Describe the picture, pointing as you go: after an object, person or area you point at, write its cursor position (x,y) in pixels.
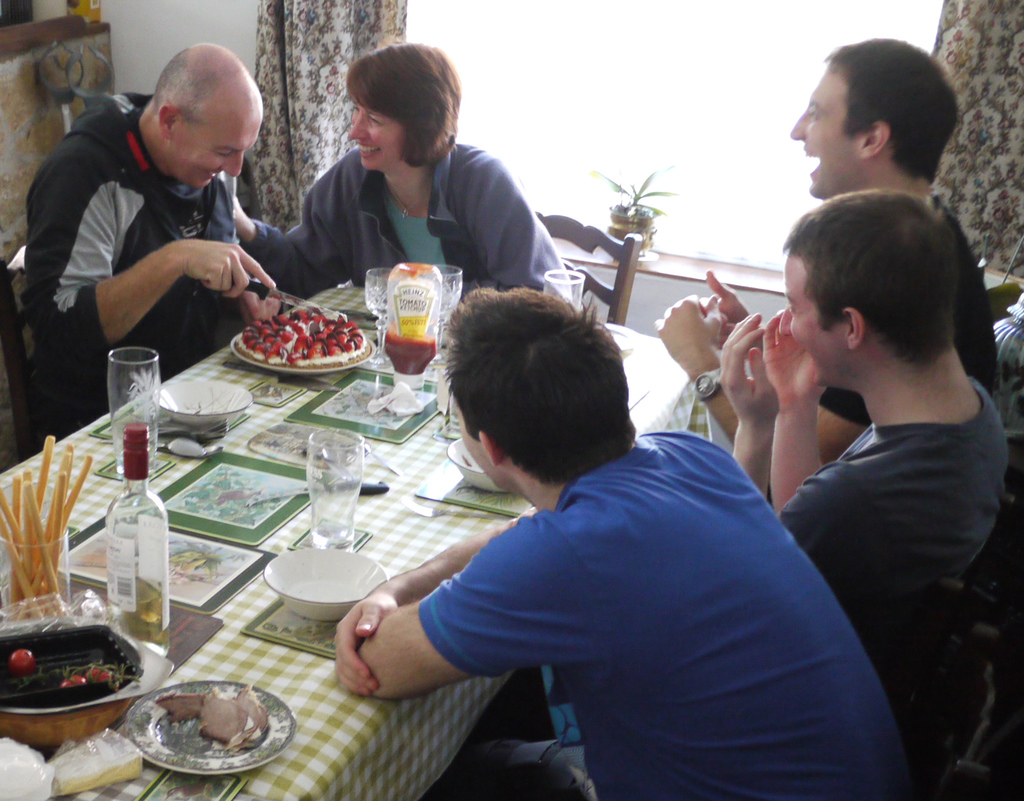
There are many people (746,544) sitting on chairs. There is a table (281,671). On the table (299,660) there are glasses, bottle (130,540), plates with food item (280,345), bowls (231,394), ketch up bottle (395,368) and many other things (309,382). In the back (504,19) there is a window (556,33) with curtains (979,79). On the left side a person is holding a knife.
